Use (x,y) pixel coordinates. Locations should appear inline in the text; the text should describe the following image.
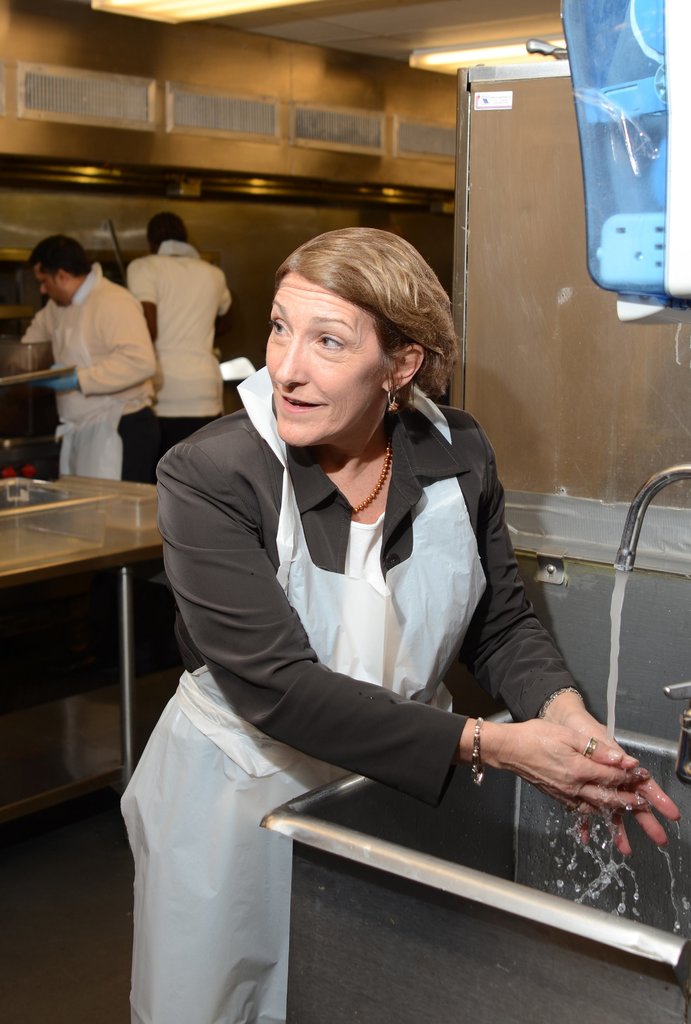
In this image we can see three people (202,391). There are few objects (73,510) on the table (72,553). A lady (276,725) is washing her hand (543,744) near a tap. There is an object (623,85) at the right side of the image (603,111). There are fewer lamps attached to the roof (398,27).
